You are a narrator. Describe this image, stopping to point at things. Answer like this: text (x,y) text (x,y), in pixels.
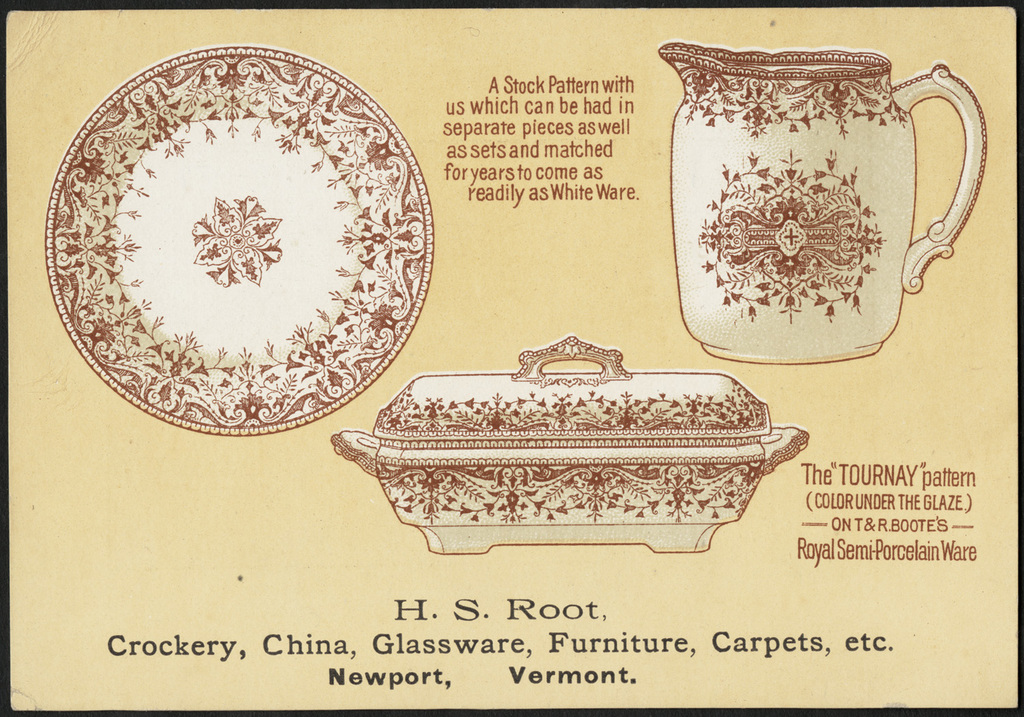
In the image there is a poster (803,175). On the poster (820,149) there are images (858,124) of mug (789,184), plate (80,158) and bowl (403,400) with designs (380,283) on it. And also there is text (511,175) on the poster (754,295).
